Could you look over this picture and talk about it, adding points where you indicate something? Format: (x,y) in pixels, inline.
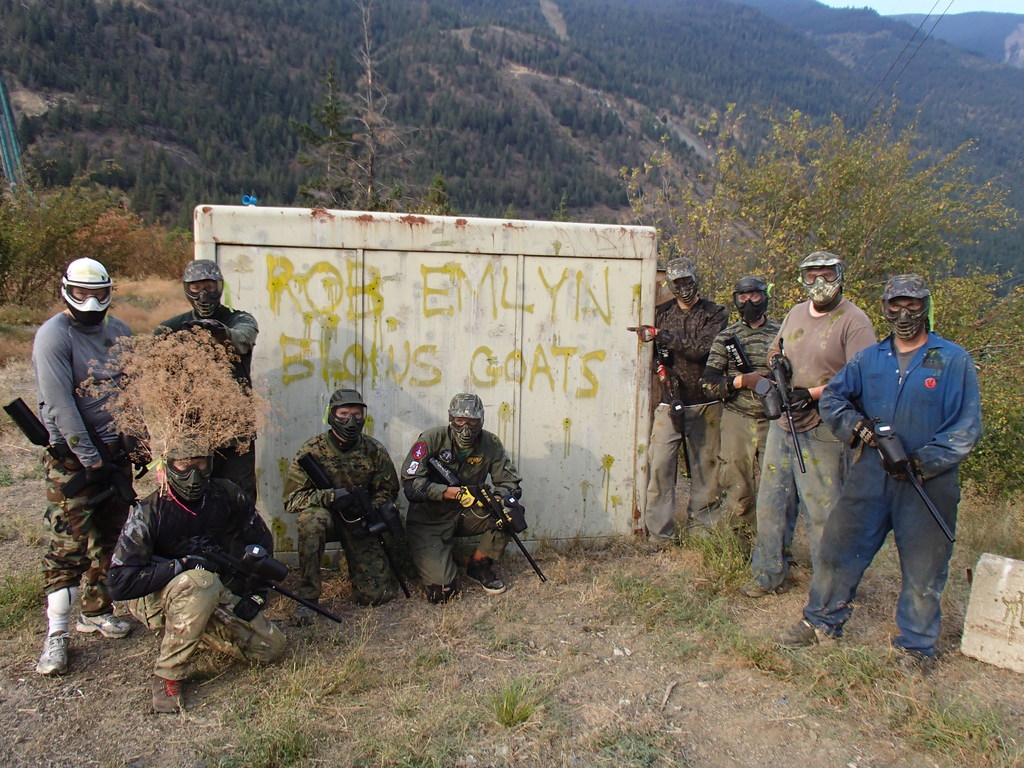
In the image there are few people (670,286) with masks (670,286) and guns (525,548) in their hands (744,385). Behind them there is a small wall (503,333) with something written on it. In the background (864,242) there are trees (549,214) and also there are hills (675,85). On the right corner of the image (1012,611) on the ground (1007,522) there is a stone (1015,629).
